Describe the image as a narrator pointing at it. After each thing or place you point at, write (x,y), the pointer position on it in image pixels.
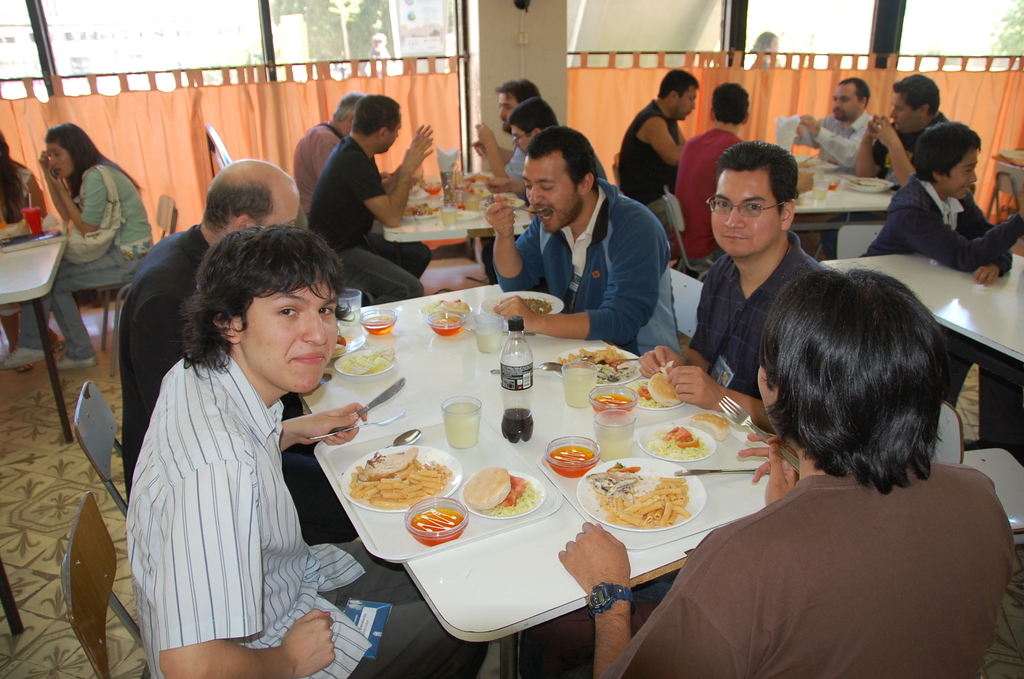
Here we can see that a group of people (346,225) sitting on the chair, and in front (565,471) here is the dining table (445,368) and food items (663,453) on it and bottles (510,412) glasses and some objects (615,461) on it, and here is the curtain (247,153), and here is the pillar (542,71).
